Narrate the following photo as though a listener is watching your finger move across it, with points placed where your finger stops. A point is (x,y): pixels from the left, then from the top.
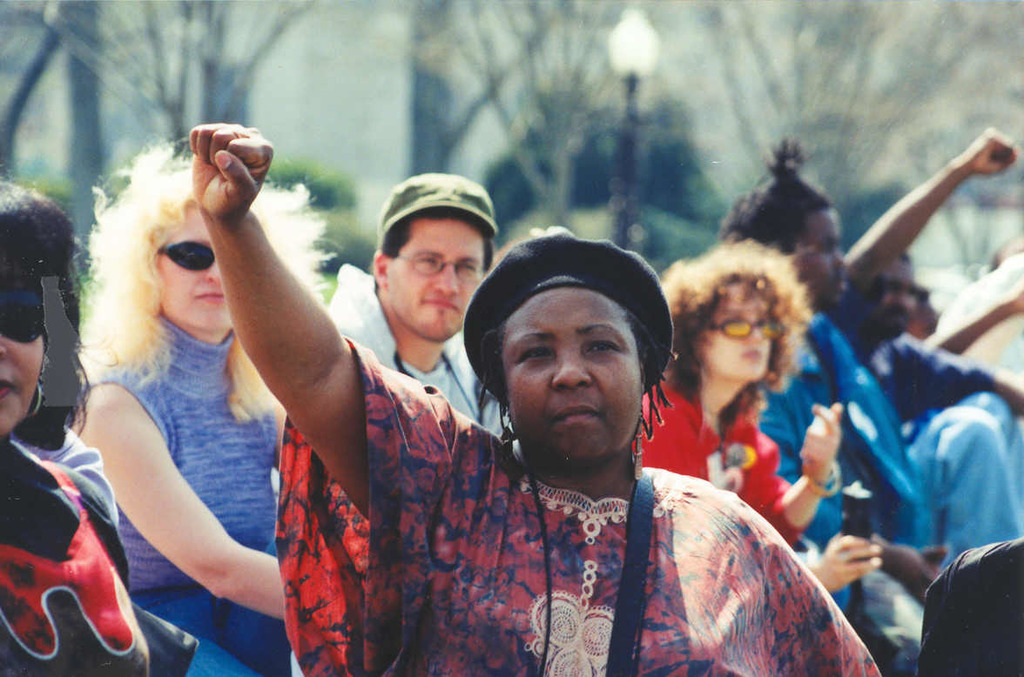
In this image I can see group of people (551,410), there is light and the background (302,55) is blurry.
